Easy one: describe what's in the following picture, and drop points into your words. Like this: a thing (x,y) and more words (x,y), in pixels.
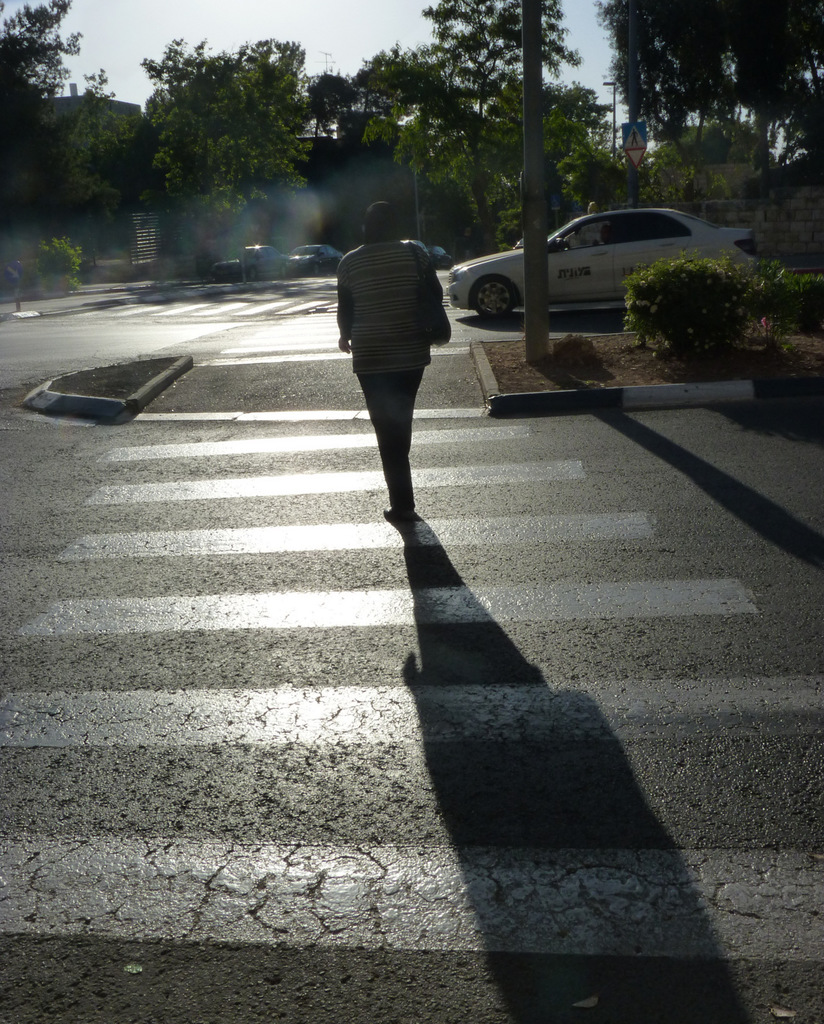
In the picture i can see a person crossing road (294,524), there is a car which is moving on road (106,325) and in the background of the picture (335,209) there are some trees (218,195), houses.
